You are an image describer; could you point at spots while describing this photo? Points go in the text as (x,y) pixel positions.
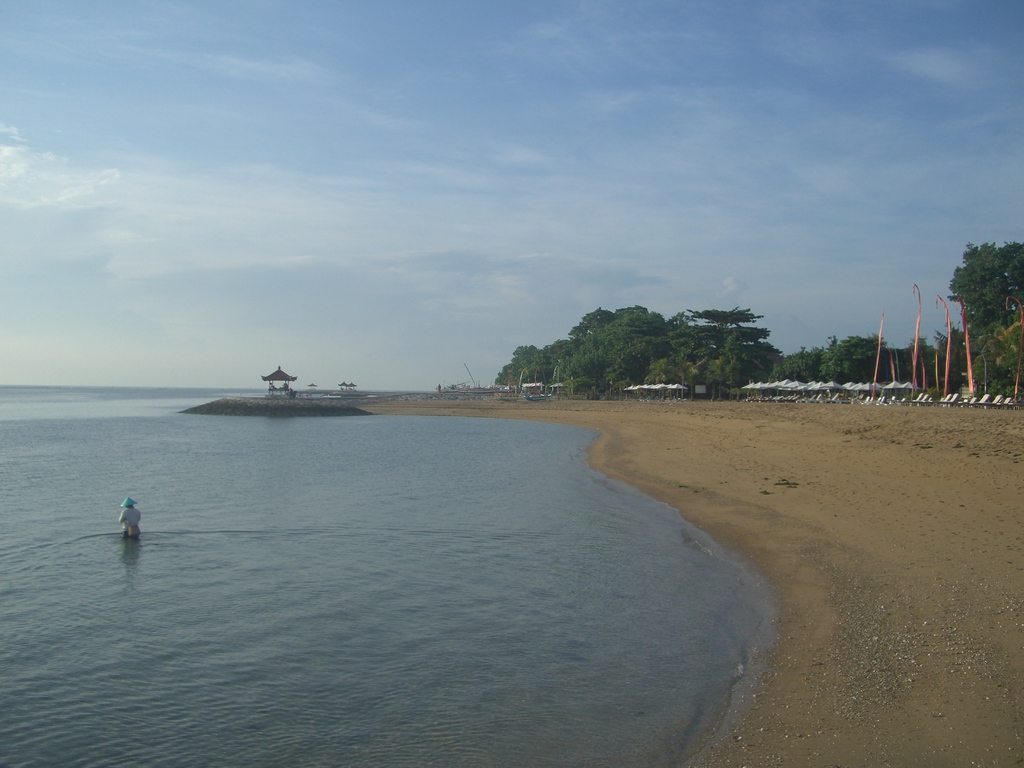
As we can see in the image there is water (268,566), a person (127,519) standing over here, trees (620,338), umbrellas (871,388), sky (894,170) and clouds (173,283).
